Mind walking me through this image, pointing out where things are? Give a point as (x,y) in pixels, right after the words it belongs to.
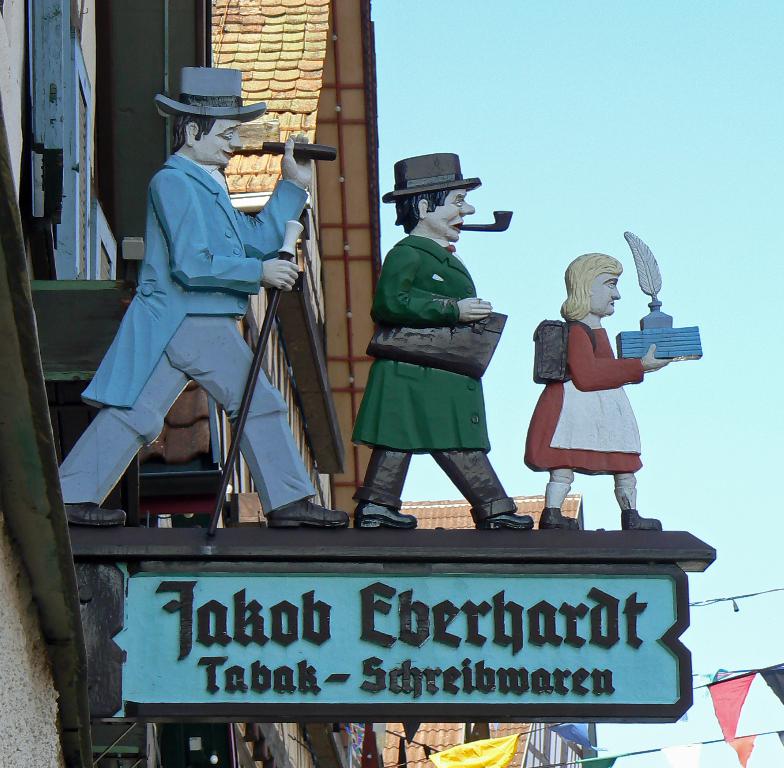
In this picture we can see few statues (412,367) on the board (391,602), in the background (739,687) we can find few buildings (335,124), cables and flags (729,728).
